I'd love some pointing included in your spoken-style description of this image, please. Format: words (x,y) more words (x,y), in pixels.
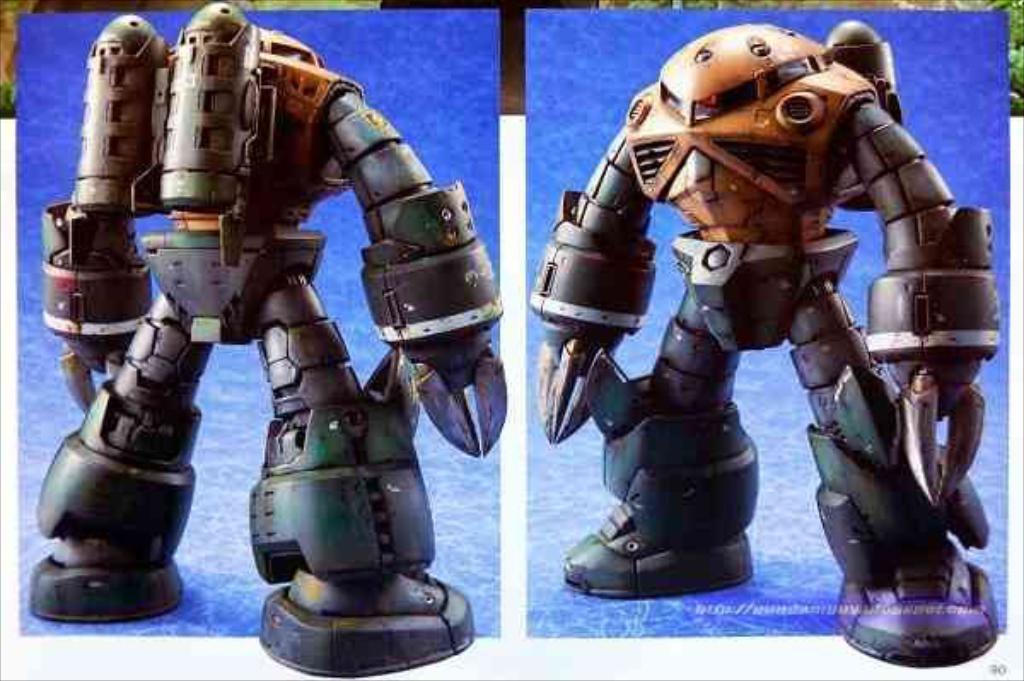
In this image I see 2 pictures of toys (261,136) and it is blue and white in the background (945,132) and I see the watermark (747,605) over here.
